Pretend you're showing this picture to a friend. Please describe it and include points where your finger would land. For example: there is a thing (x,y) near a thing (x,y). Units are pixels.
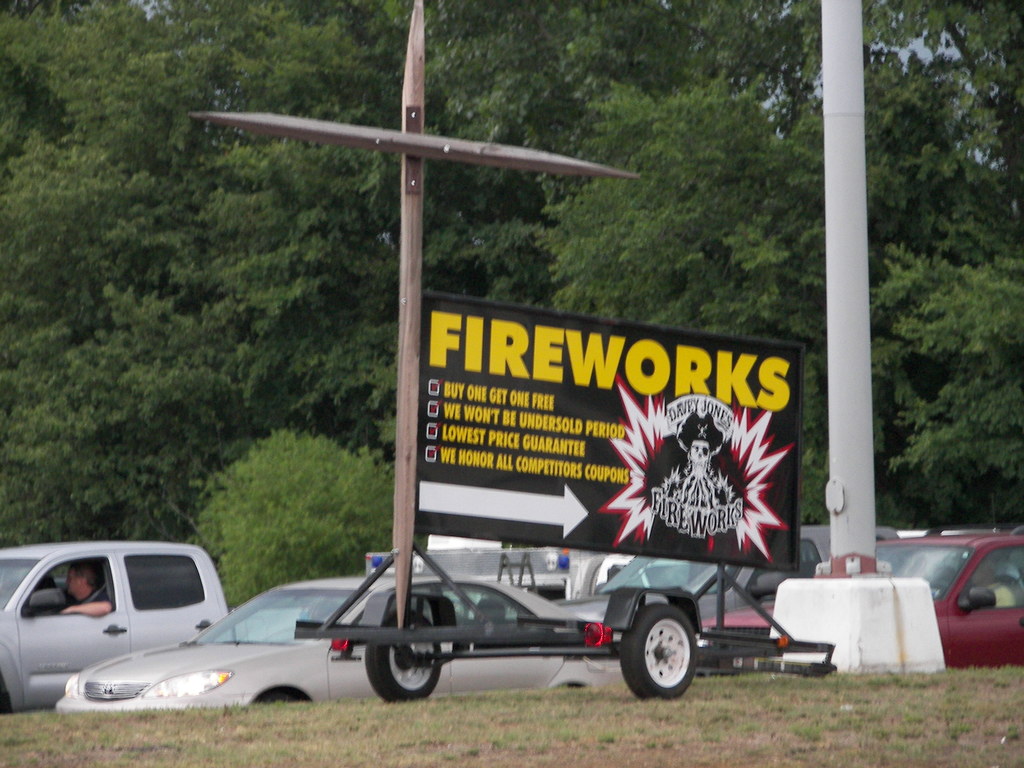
In this image I can see few vehicles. In front (720,518) I can see a black color board (568,504) attached to the pole (404,399) and I can also see trees (673,133) in green color and the sky (900,52) is in blue color.
